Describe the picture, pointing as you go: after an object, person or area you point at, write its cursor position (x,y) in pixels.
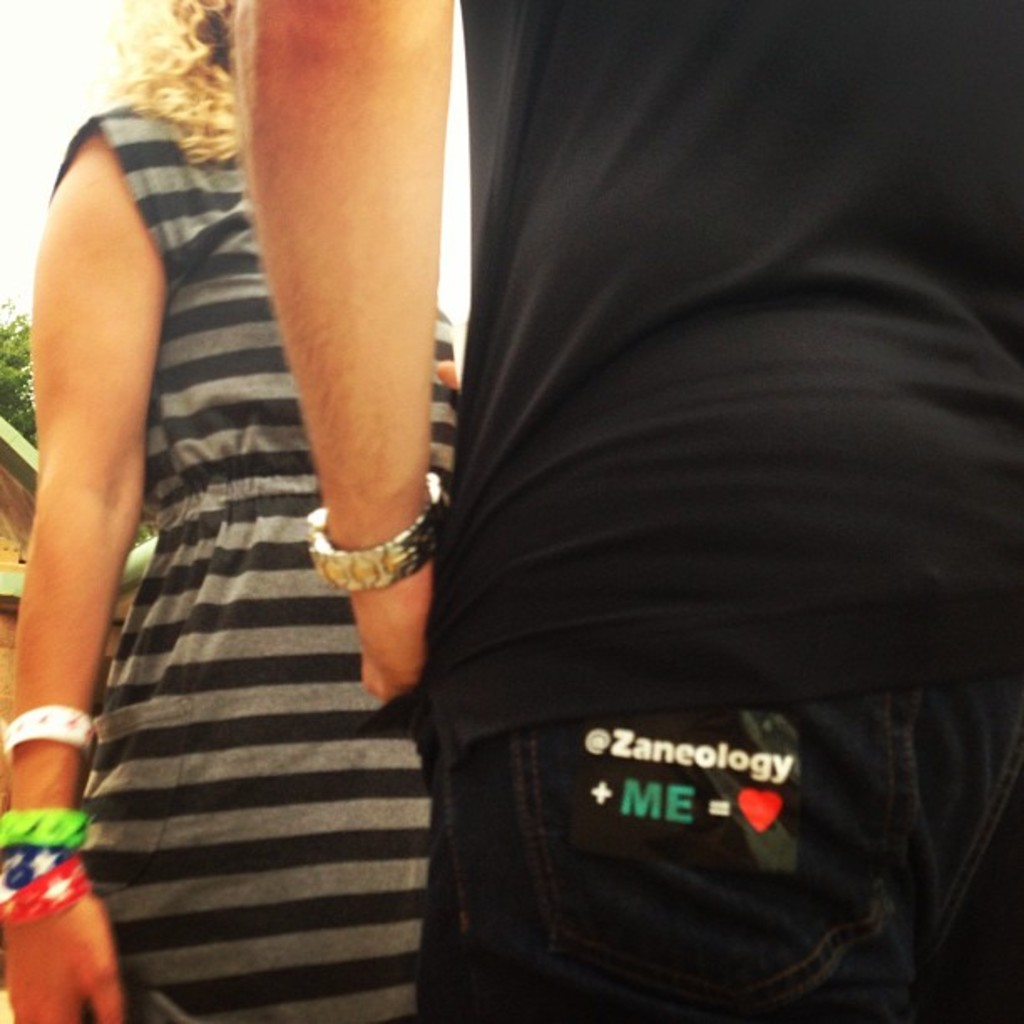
In this image, we can see two people (696,447). Here we can see some text (659,753) and symbols (727,805). On the left side of the image (13,492), we can see a house (16,511), tree (18,388) and sky (12,244).
